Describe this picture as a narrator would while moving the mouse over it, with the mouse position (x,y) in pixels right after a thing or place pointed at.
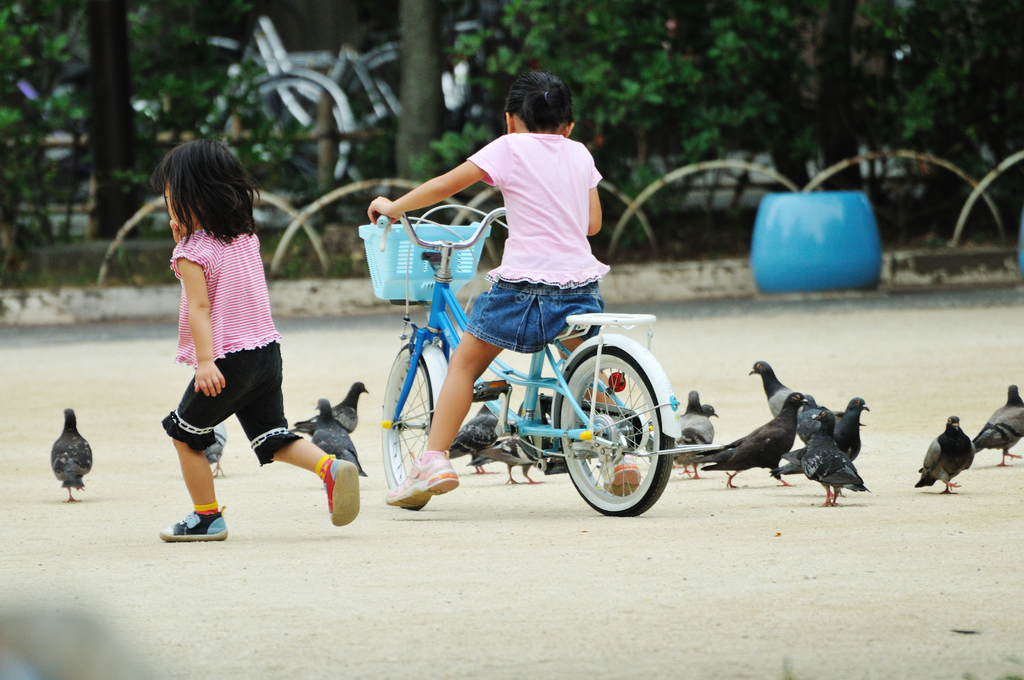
In this picture we can see two children (244,320) one among them riding the bicycle (533,373) and in front of them there are some pigeons (936,469) and some plants (21,81) and trees (666,113).
